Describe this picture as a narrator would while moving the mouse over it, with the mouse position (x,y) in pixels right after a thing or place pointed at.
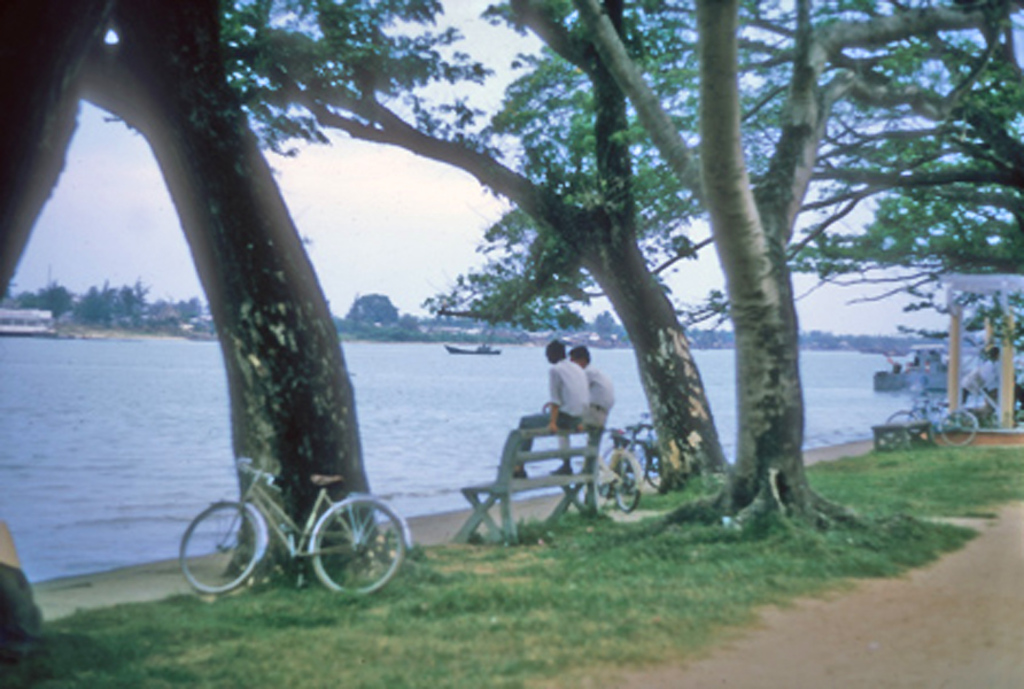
In this image I can see the road (923,611), some grass (723,595), a bench (525,455), few bicycles (300,506), two persons (586,424) sitting on a bench (593,455) and few trees (236,149). In the background (516,408) I can see the water (97,423), few boats (916,380) on the surface of the water (482,361), few persons (889,365), few trees (134,299) and the sky (385,257).
